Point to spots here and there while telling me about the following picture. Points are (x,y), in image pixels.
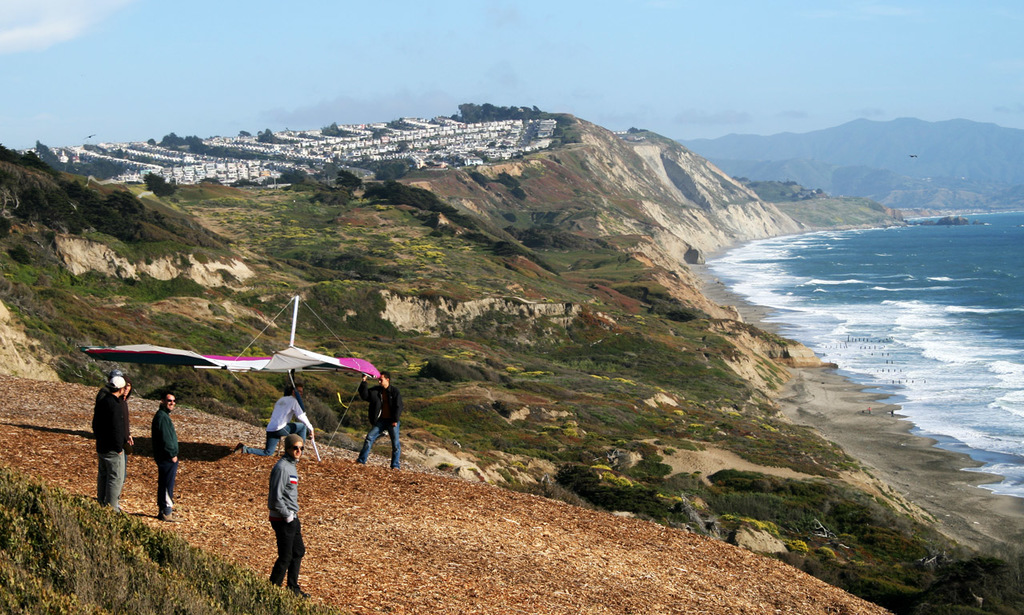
In this picture I can see few people (286,441) are standing on the slope (310,495), side I can see water flow (944,302) and some trees (205,150).
